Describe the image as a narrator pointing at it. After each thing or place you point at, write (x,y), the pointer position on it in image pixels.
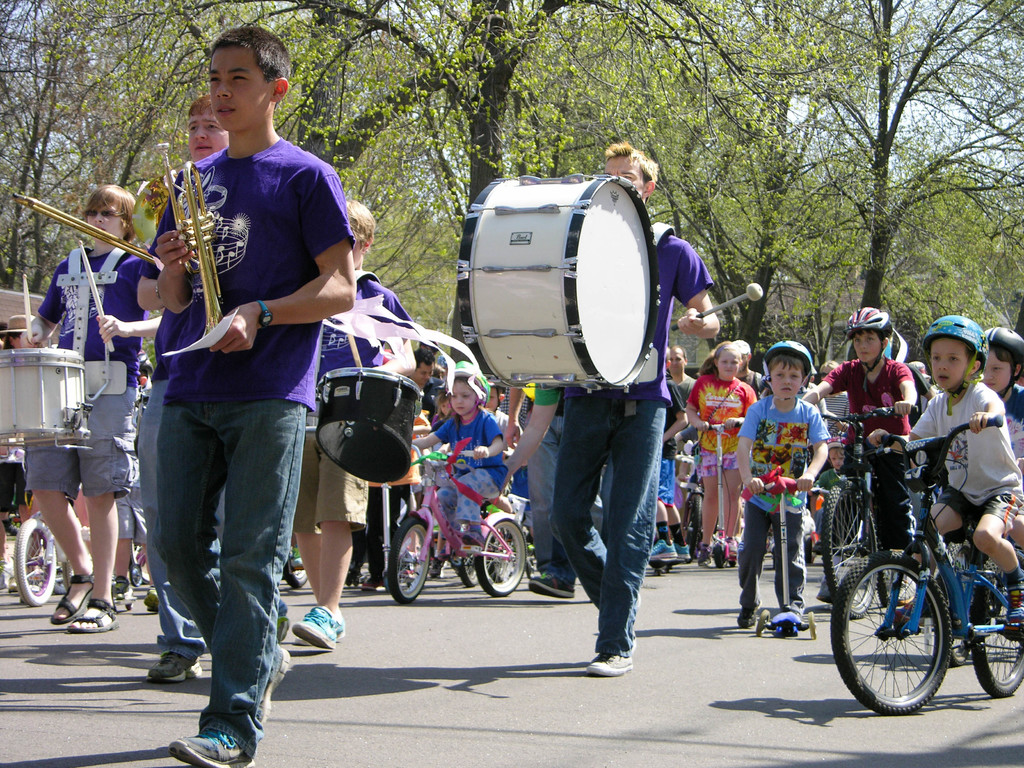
In the picture we can see many children (240,328) walking and holding musical instrument (534,301) in their hand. Some of them are riding bicycle (426,568). There are trees (628,113) around and sky (943,120) above.
